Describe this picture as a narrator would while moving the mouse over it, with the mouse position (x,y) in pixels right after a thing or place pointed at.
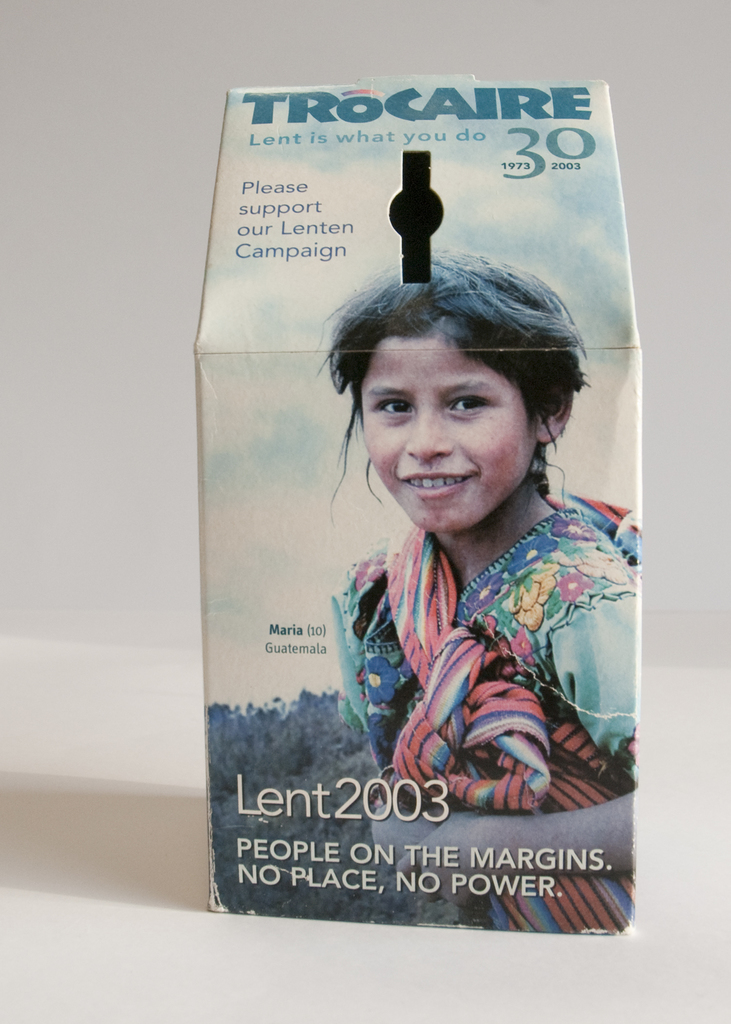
Here we can see a box (342,353) on a platform (104,757) and on the box (486,442) we can see a girl picture (440,435) and text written on it.
